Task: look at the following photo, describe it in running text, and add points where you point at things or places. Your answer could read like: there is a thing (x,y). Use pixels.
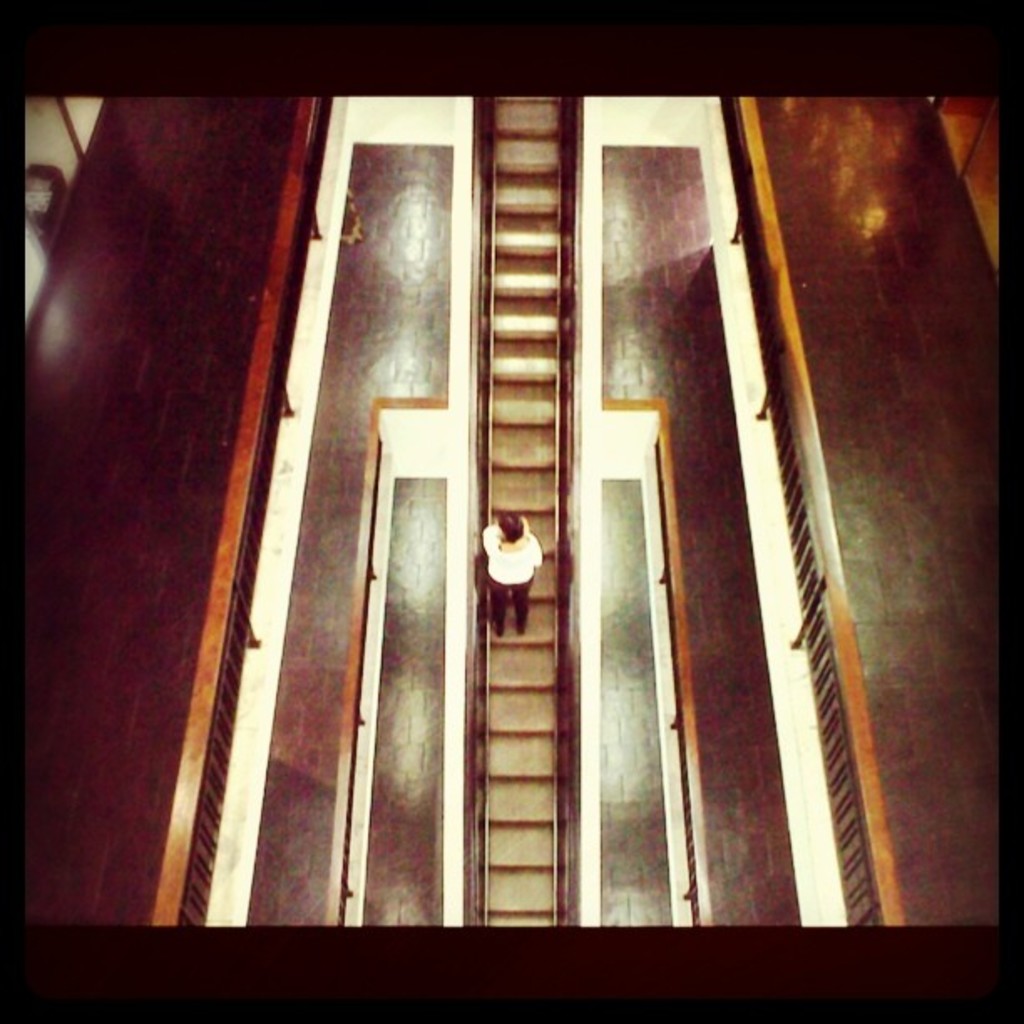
In this image we can see a picture (474,746). In the picture (550,555) there is a man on the staircase (567,780).
